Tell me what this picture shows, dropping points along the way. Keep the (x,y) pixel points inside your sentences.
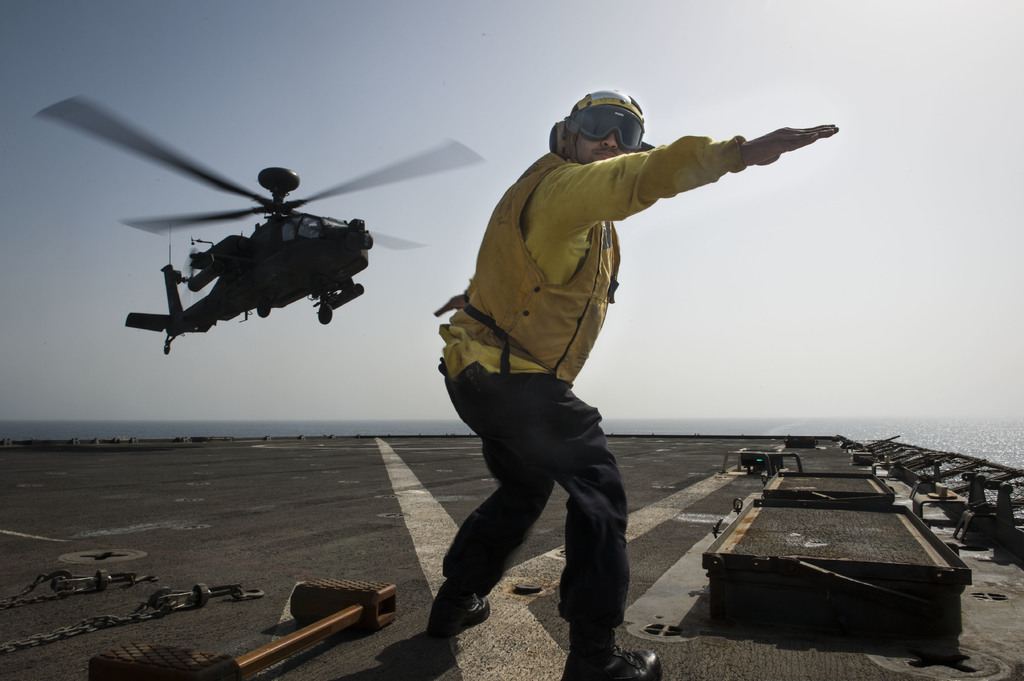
This image consists of a man (554,481) wearing a yellow jacket (548,318). In the background (312,250), we can see a helicopter (279,282). At the bottom (410,564), there is a ship deck (425,596). In the background (1017,441), there is an ocean (921,429). At the top (937,81), there is sky (806,95).
